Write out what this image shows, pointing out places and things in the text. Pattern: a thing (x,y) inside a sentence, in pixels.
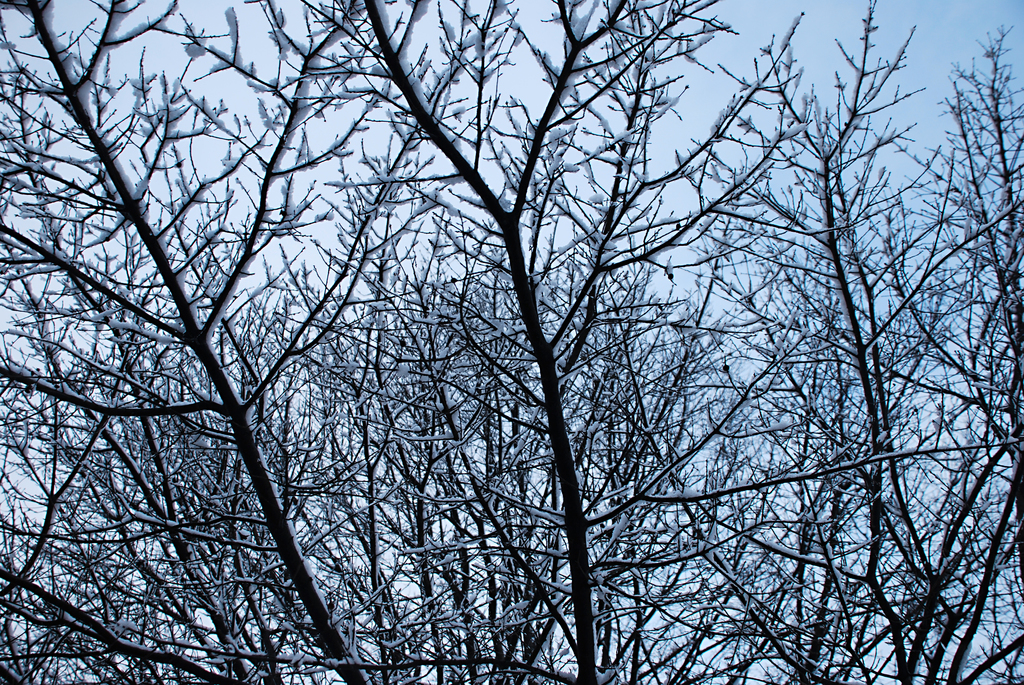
In this image, we can see snow (604,83) on dry branches (140,391).
